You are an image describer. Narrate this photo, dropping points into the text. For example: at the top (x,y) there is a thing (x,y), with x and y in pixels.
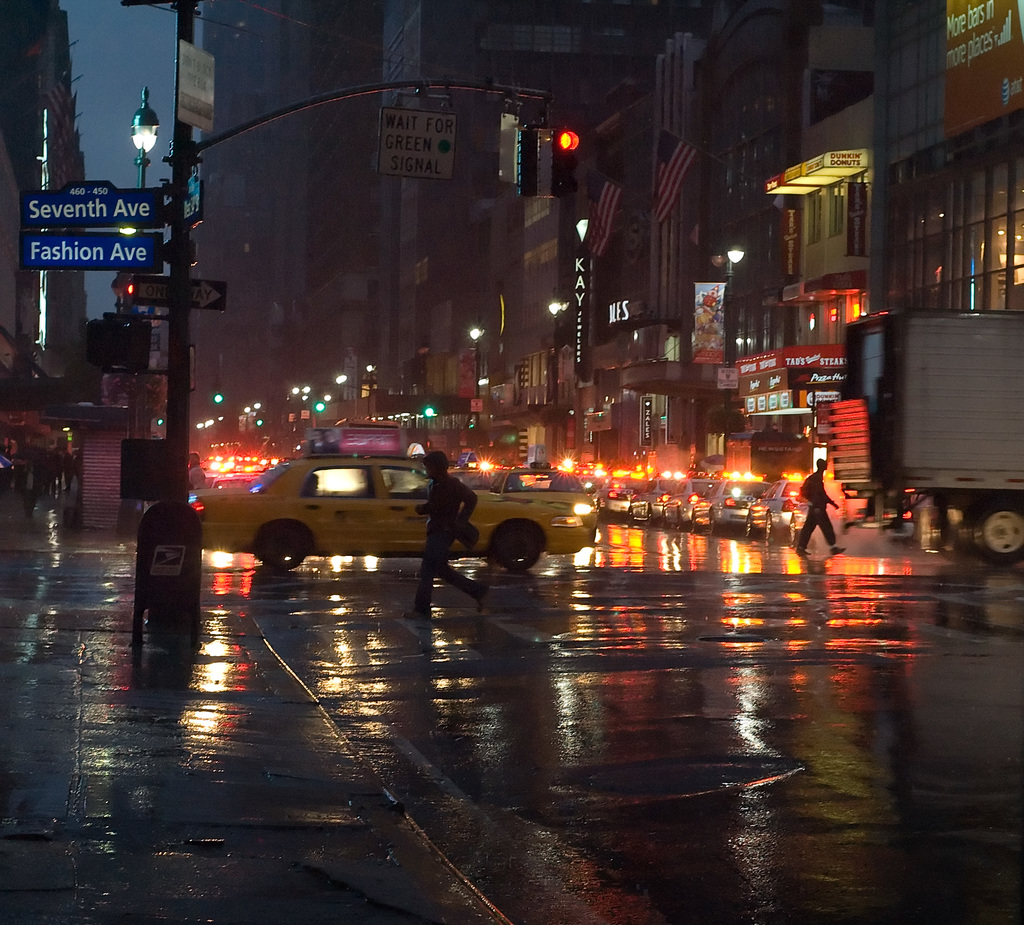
This picture is clicked in the city. In front of the picture, we see two men (446,514) are crossing the road (544,616). We see many cars (591,518) are moving on the road (582,583). On the left side (181,161), we see a light pole (145,154) and blue color boards (108,250) with some text (87,205) written on it. On the right side (834,294), there are buildings (709,278) and we even see traffic signal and hoarding boards (812,397) with some text (725,375) written on it. In the background (358,313), there are buildings (313,346) and lights (337,375). This picture is clicked in the dark.
